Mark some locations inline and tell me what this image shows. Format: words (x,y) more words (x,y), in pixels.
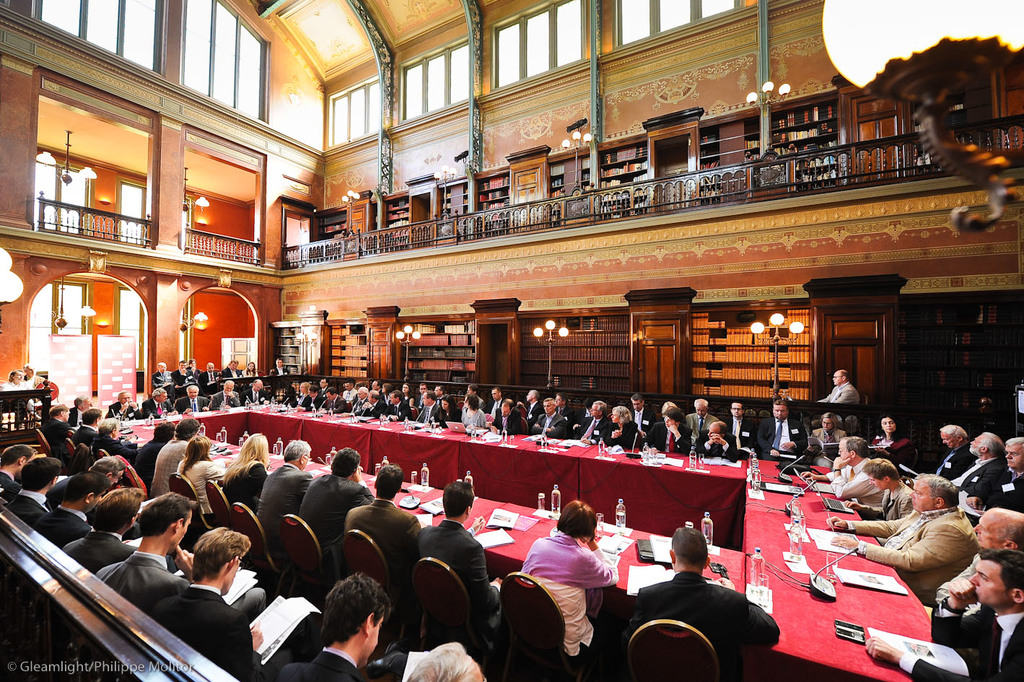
In this picture we can see some people (433,415) sitting on chairs (239,507) in front of the table (739,574), we can see some bottles (765,565), files (526,524), microphones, papers (656,542) present on this table (770,548), the people (333,616) on the left side (216,590) are holding files (284,635), in the background (482,271) there is a wall (572,295), we can see some lights (775,313) here.
